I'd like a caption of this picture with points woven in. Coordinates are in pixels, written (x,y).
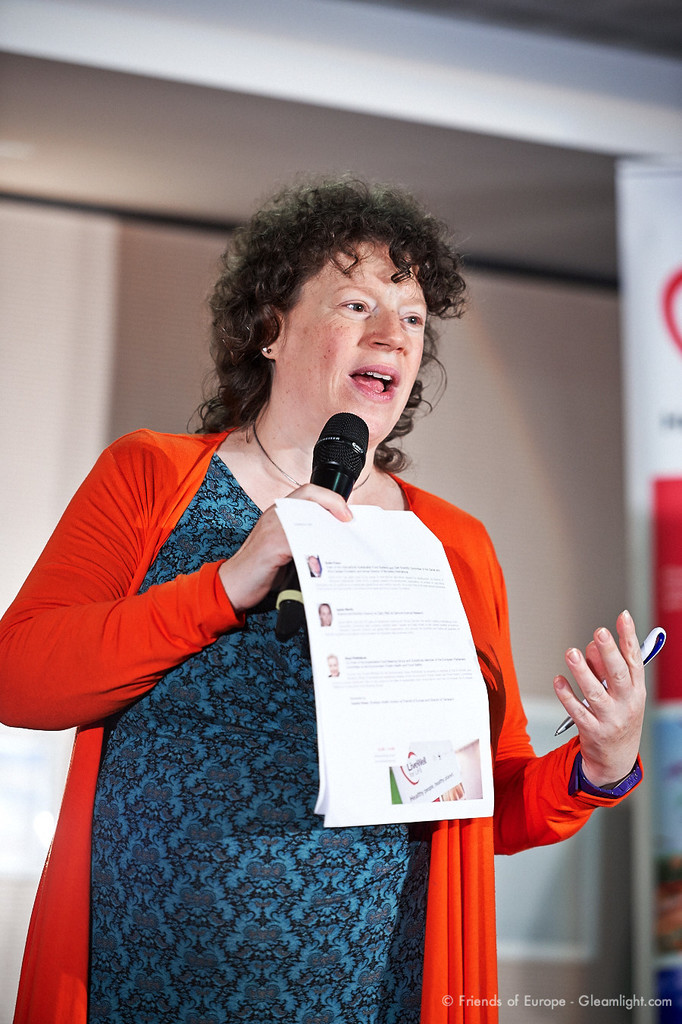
A lady (209,787) with a blue dress (181,758) and a red jacket (100,596) holding a mic (345,472) in her hand (340,508) and a paper (388,682) in her hand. In her another hand (625,668) she is holding a pen (657,645) and she is talking.
